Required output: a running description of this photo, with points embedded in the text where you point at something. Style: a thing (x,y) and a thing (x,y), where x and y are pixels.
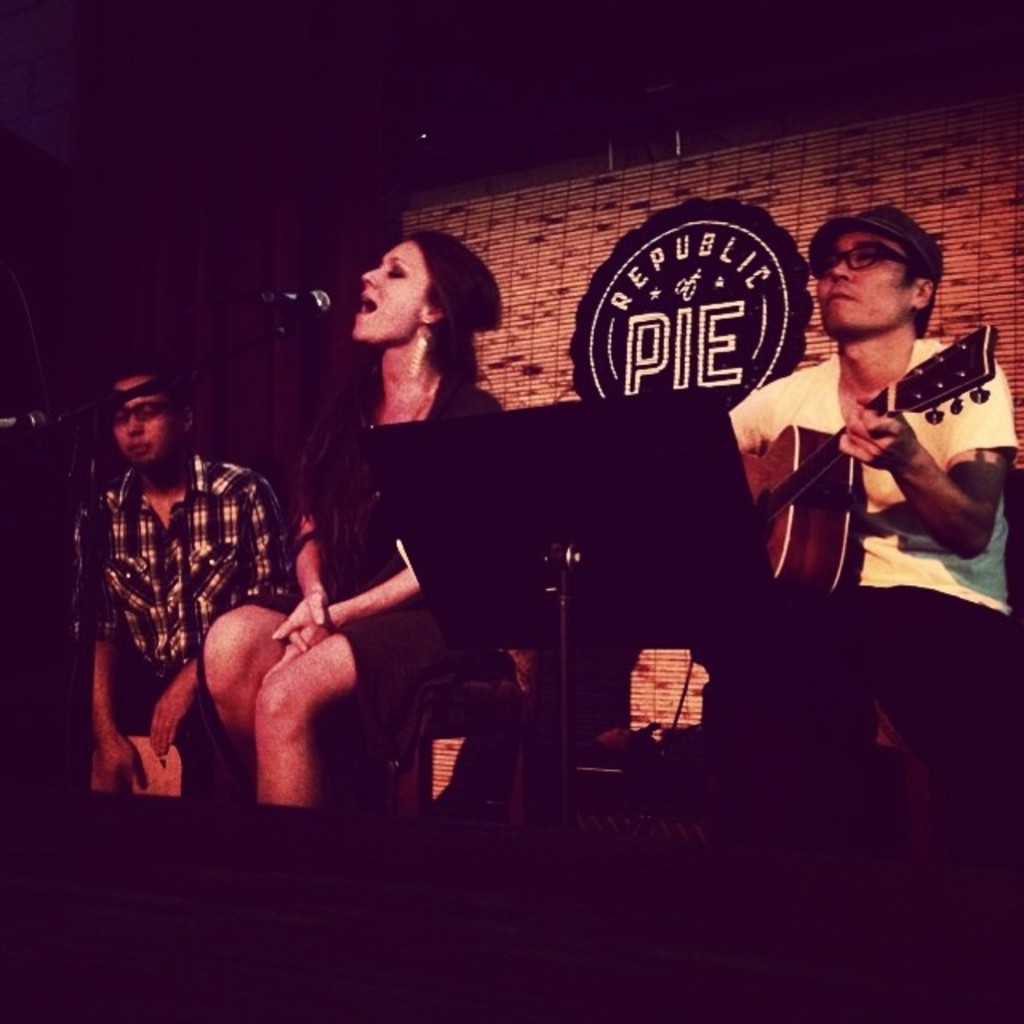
There is a room (494,375). There are 3 people (897,487) sitting on a chairs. On the right side (890,549) we have a person (877,476), He is playing a guitar (870,410). In the center (425,410) we have a woman (425,410). She is singing a song.
